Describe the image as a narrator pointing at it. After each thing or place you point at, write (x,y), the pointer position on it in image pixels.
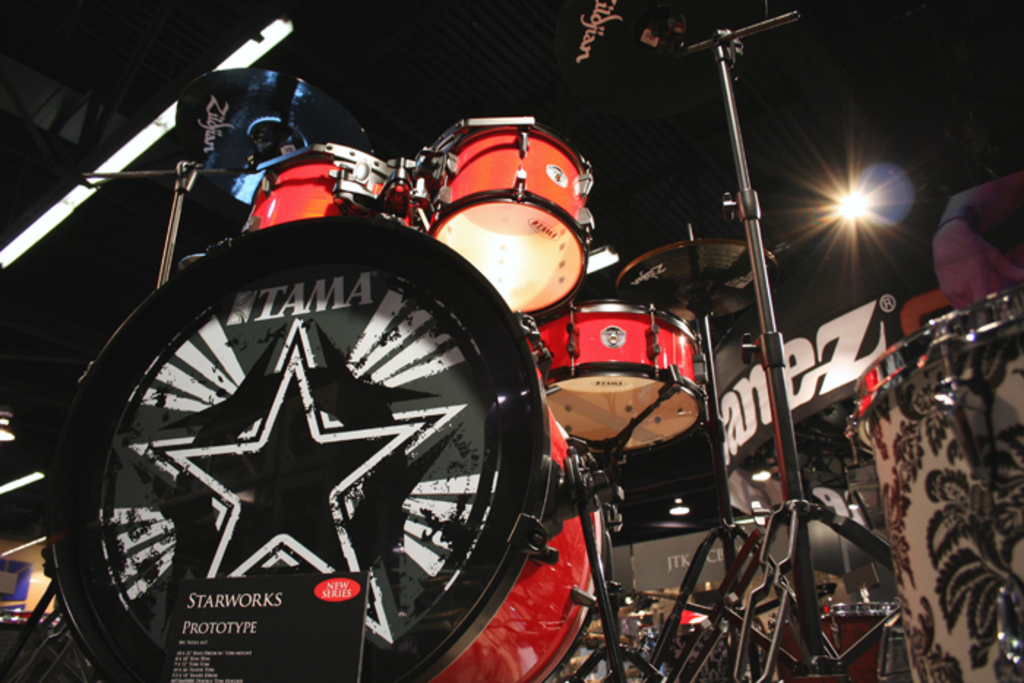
In this image there are musical instruments (680,330), rods (699,639), mic stand (814,617), boards (784,535), lights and objects (869,468). In the background of the image (553,84) it is dark. On the right side of the image (952,256) there is a person's hand (965,271).
